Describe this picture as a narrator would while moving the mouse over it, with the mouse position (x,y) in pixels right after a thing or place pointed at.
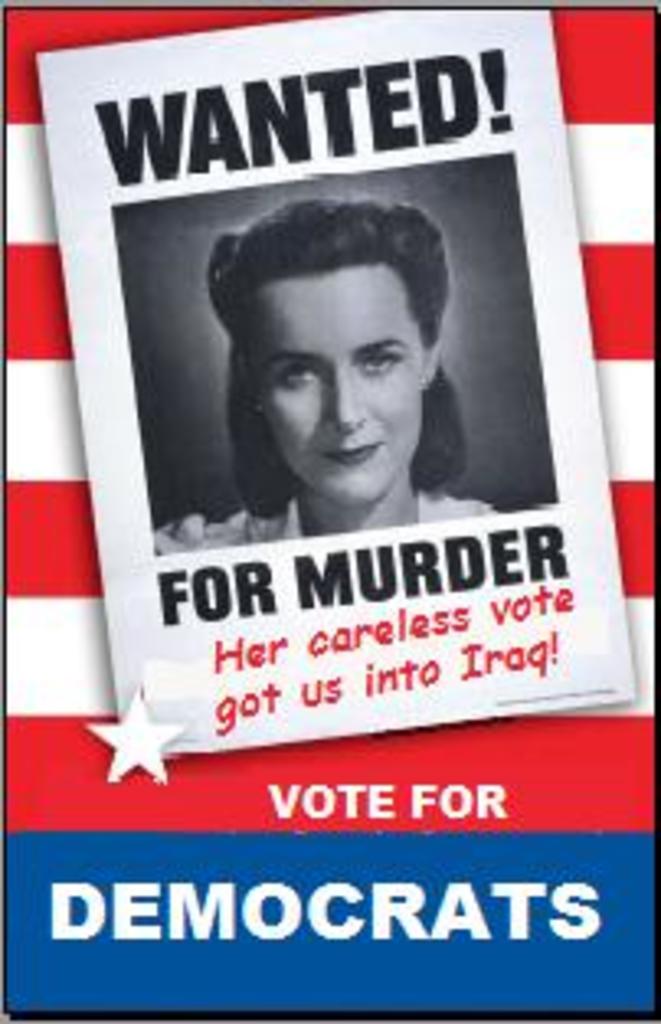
In this picture we can see a photograph (194,327) of the woman (370,305). On the top (377,73) we can see "Wanted" is written.
